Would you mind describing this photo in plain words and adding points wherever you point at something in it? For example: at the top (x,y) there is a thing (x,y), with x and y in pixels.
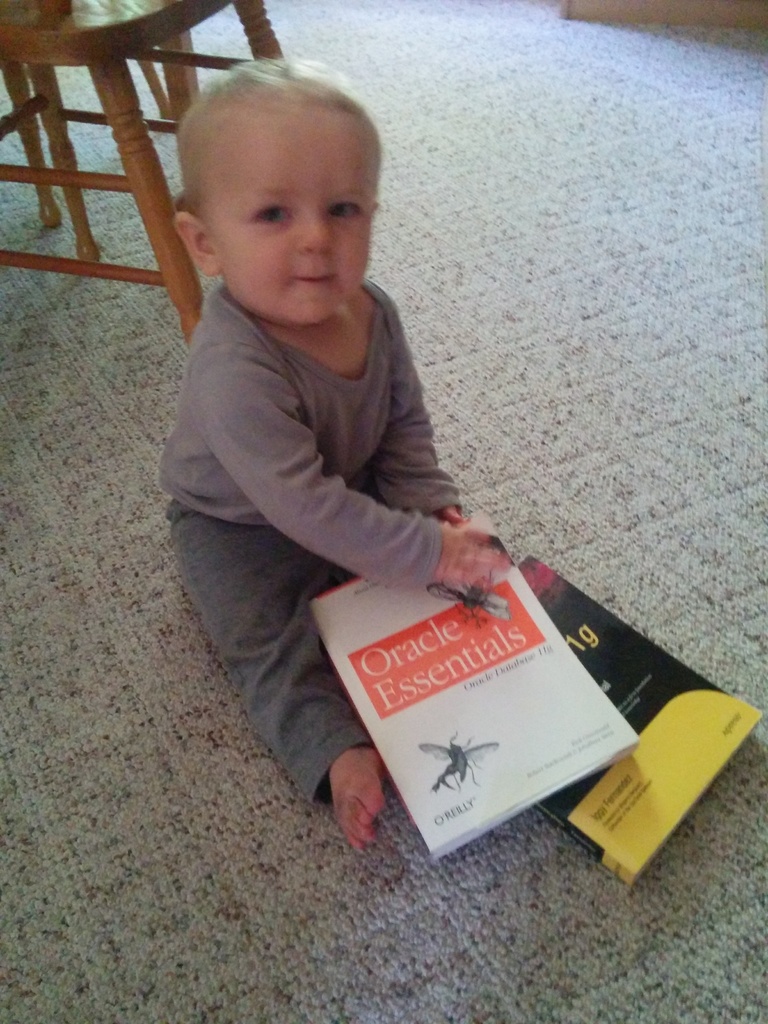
In the middle of the image (259,621) I can see baby (361,535) is sitting on the carpet (171,701). Near that baby (401,579) there are books (654,725). In the background of the image (36,153) there is a chair (48,79).
